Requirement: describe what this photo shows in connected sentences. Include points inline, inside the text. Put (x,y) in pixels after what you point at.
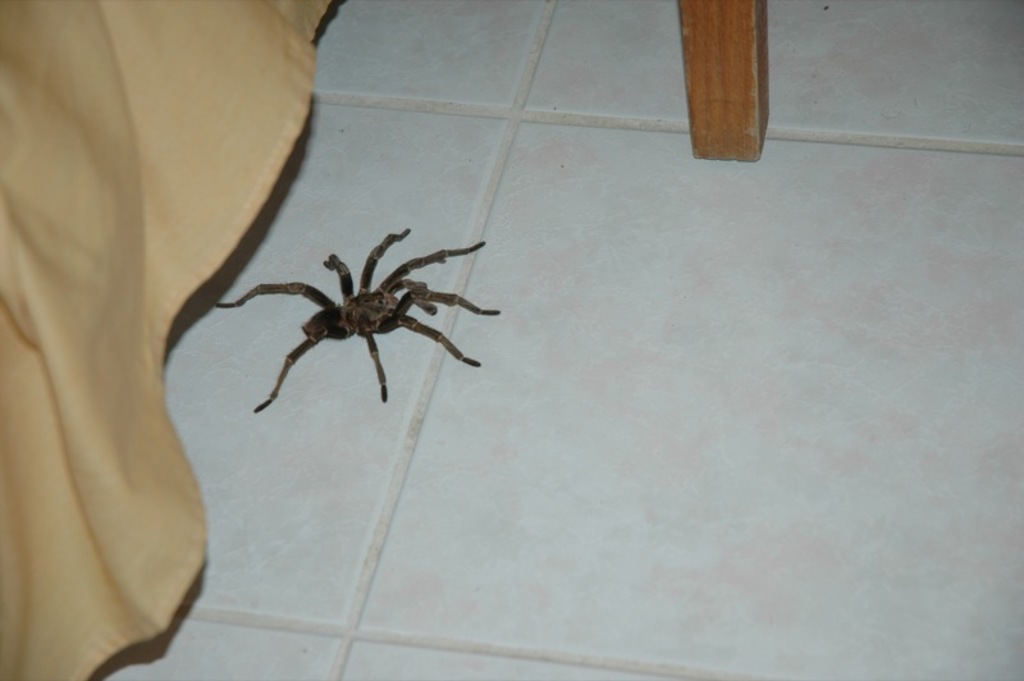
In this picture I can see a spider (496,313) on the floor (667,164), there is a cloth (190,269) and a wooden object (750,129).
